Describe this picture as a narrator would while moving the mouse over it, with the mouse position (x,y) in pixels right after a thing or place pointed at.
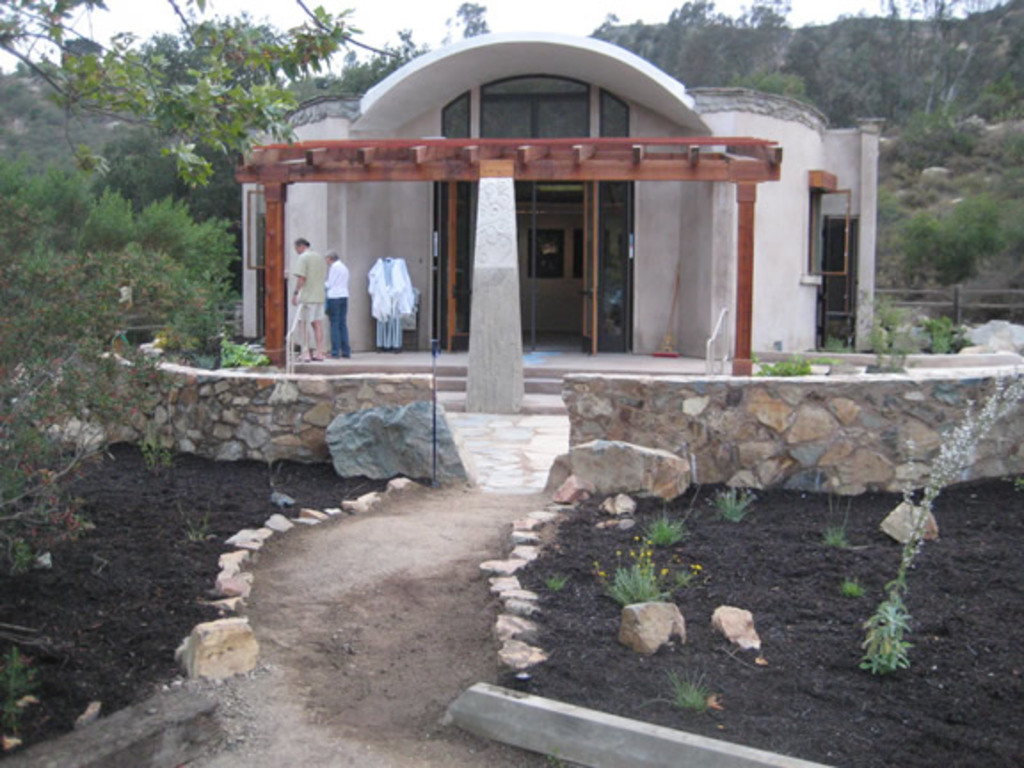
In this image there is a pillar (484,284) in the center (497,277) and behind the pillar (495,199) there is a house (651,211) and there are persons (330,286) standing. On the left side (189,244) there are trees (107,304) and in the background (775,57) there are trees (839,84), there are stones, and there is a fence (949,303).
